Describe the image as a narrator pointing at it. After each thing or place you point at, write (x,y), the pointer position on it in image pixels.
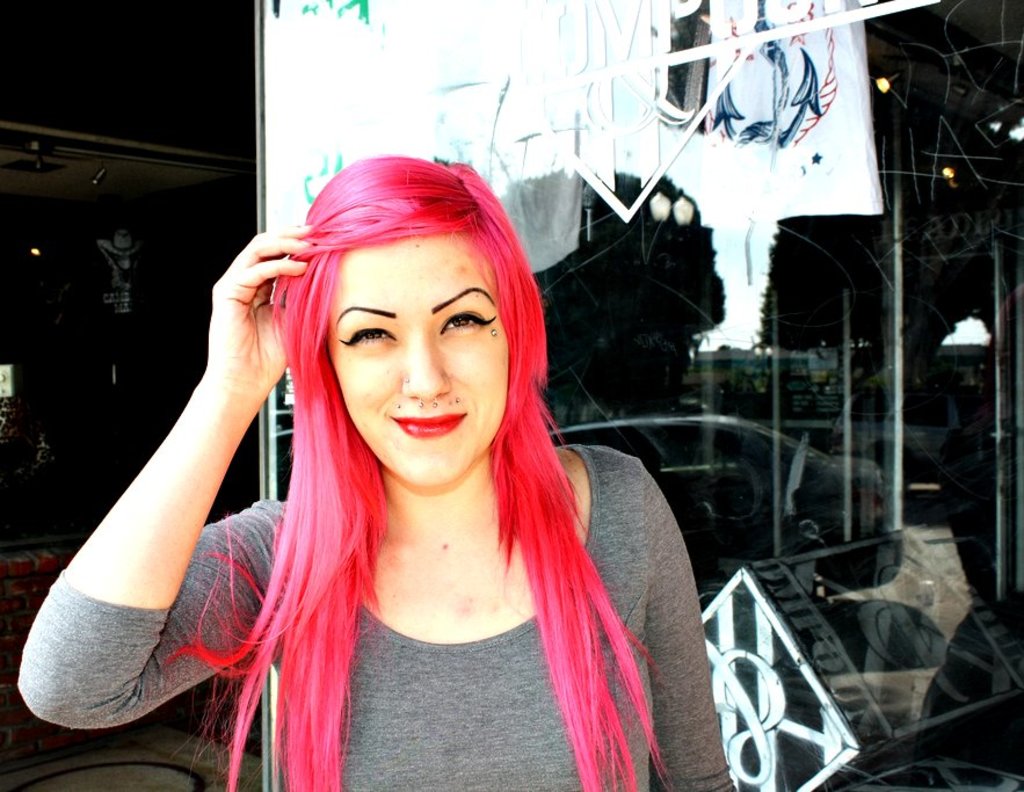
In this picture we can see a woman (337,496) is smiling in the front (615,475), on the right side (869,508) there is a glass (897,523), from the glass (870,507) we can see metal rods (898,374) and lights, we can see reflection (734,527) of a car (738,511) on the glass (776,537).
